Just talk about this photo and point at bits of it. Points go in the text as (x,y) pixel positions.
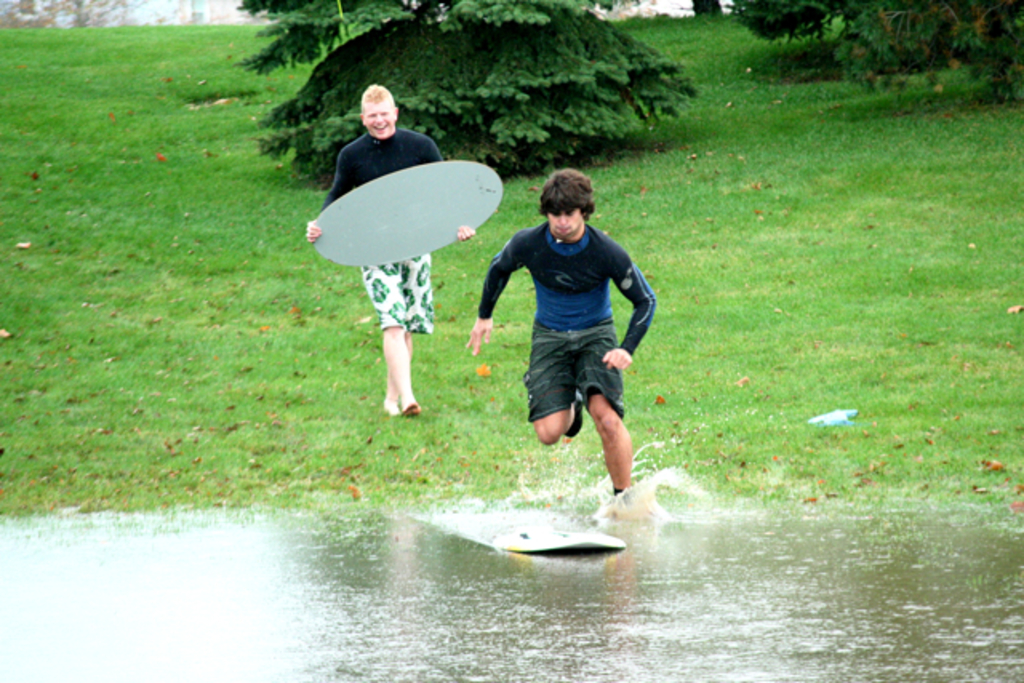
In this image i can see a person (372,143) holding a surfboard (420,211) in his hand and the another person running into the water (598,527). In the background (650,242) i can see tree (511,60), grass (722,183) and in the foreground (765,587) i can see water (766,610).
